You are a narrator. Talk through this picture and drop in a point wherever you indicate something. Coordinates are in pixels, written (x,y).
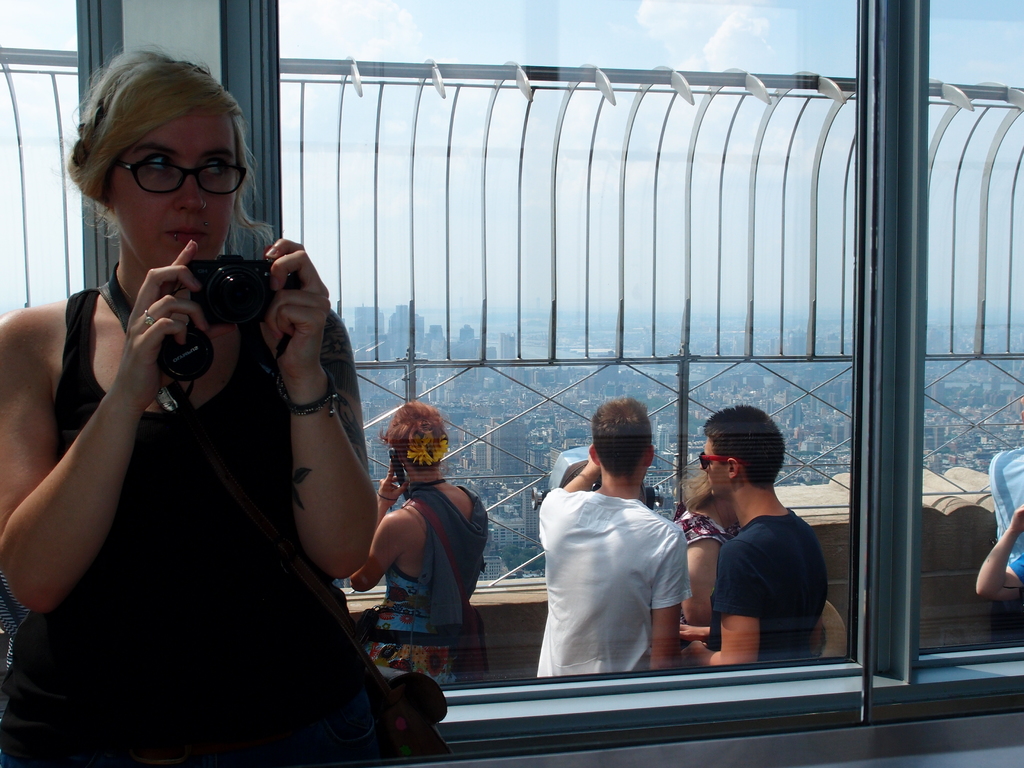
On the left (4,386) we can see one woman (276,368) is standing and holding camera (243,314). In the background (500,126) there is a sky (622,64) with clouds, buildings (482,404), wall (942,565) and few persons (370,583) were standing.
